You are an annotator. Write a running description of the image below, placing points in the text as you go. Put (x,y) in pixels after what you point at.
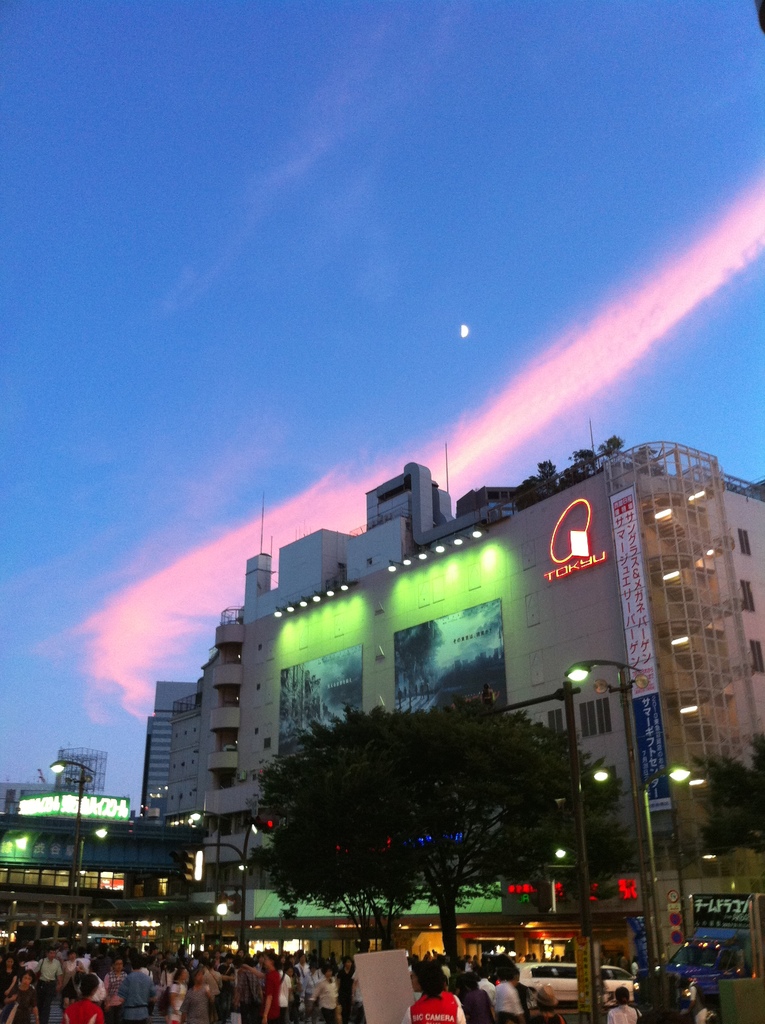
In the picture I can see few persons (348,994) standing and there is a tree (388,778), few buildings (233,757), few lights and some other objects (112,809) in the background (416,730).
